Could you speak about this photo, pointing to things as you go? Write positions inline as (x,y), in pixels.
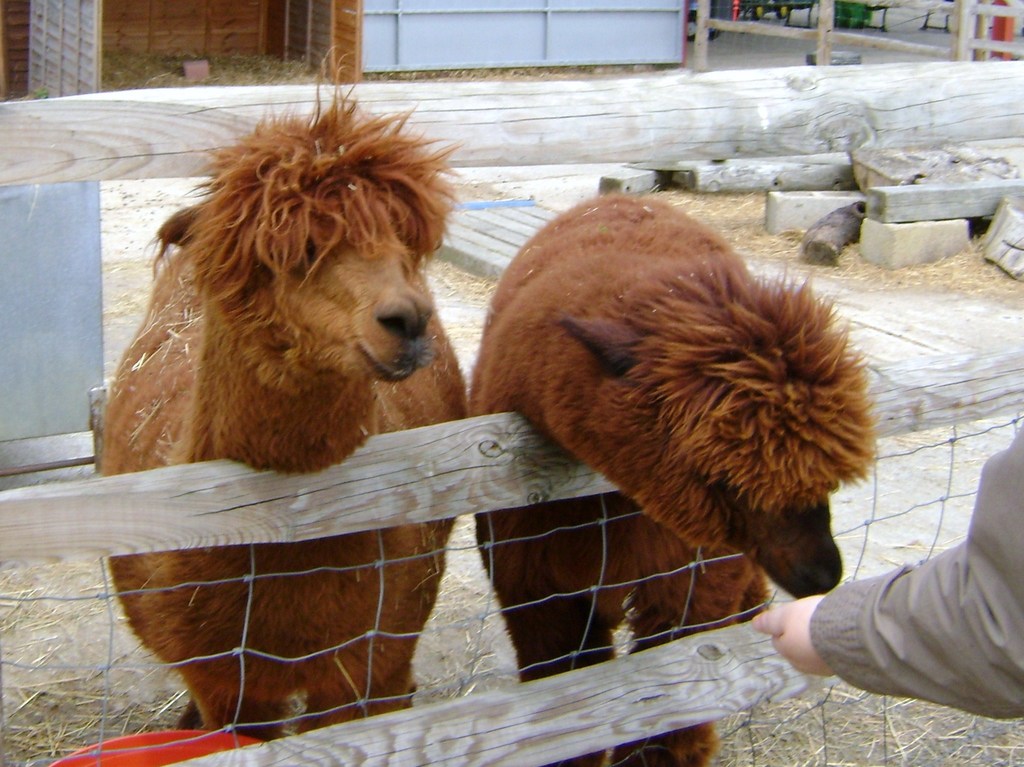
In this image there is a person (990,687) feeding the alpaca (636,443). Beside the alpaca (610,313) there is another alpaca (300,631). In front of them there is a wooden fence (680,675). On the right side of the image (882,192) there are rocks (904,230), wooden logs (901,200) and a few other objects (864,12).
